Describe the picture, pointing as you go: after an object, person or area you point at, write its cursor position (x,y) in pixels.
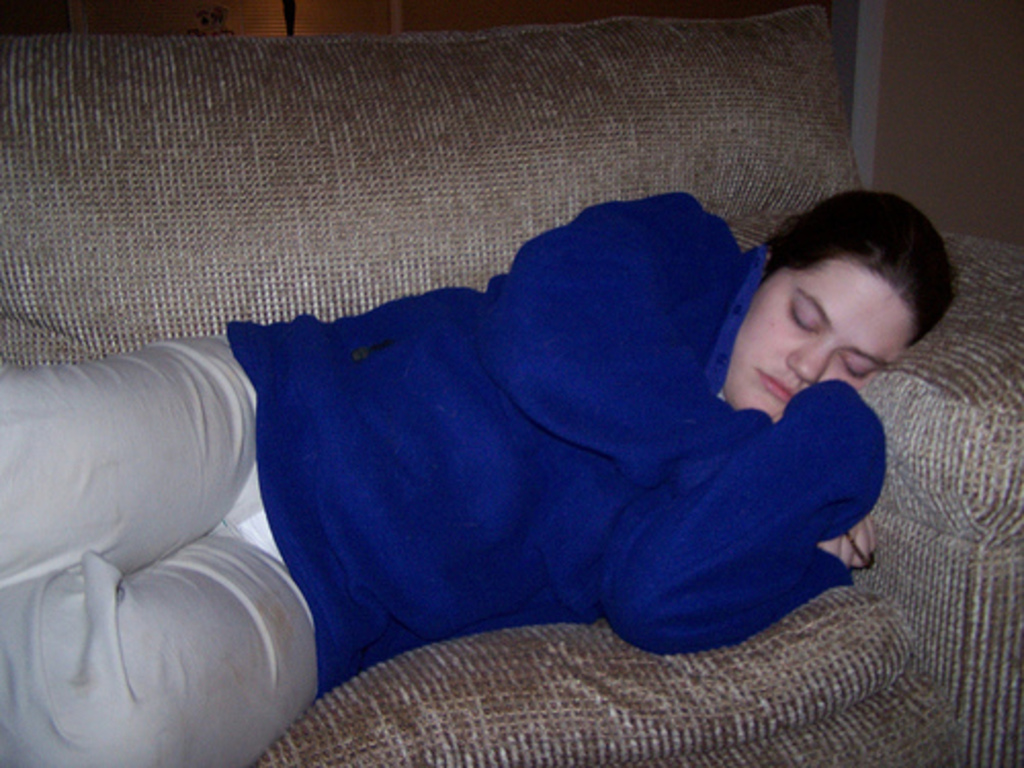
In the foreground of this picture (365,457), there is a woman (577,399) wearing blue coat (636,494) sleeping on a couch (874,644). In the background (951,104), we can see a wall (969,31) and a window blind (273,17).
